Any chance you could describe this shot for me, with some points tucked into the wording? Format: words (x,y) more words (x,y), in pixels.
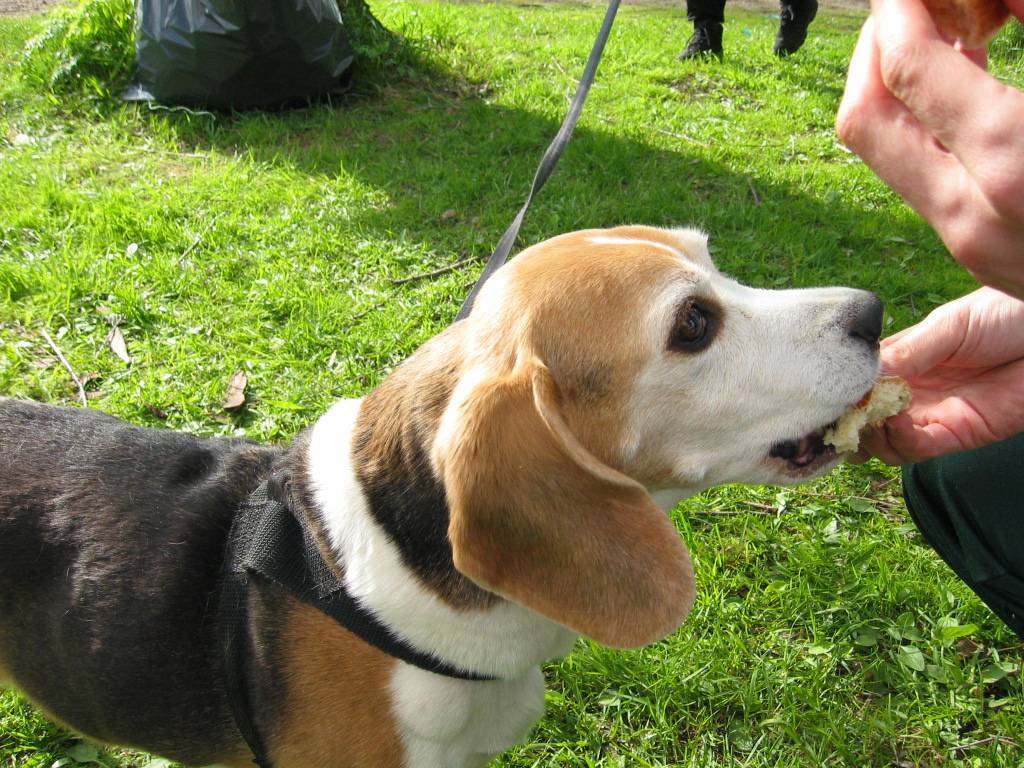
In this image we can see two persons (984,255) and a dog (499,471), one person (877,40) is feeding food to the dog (550,475), there is some grass (402,242) and in the background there is a black color cover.
